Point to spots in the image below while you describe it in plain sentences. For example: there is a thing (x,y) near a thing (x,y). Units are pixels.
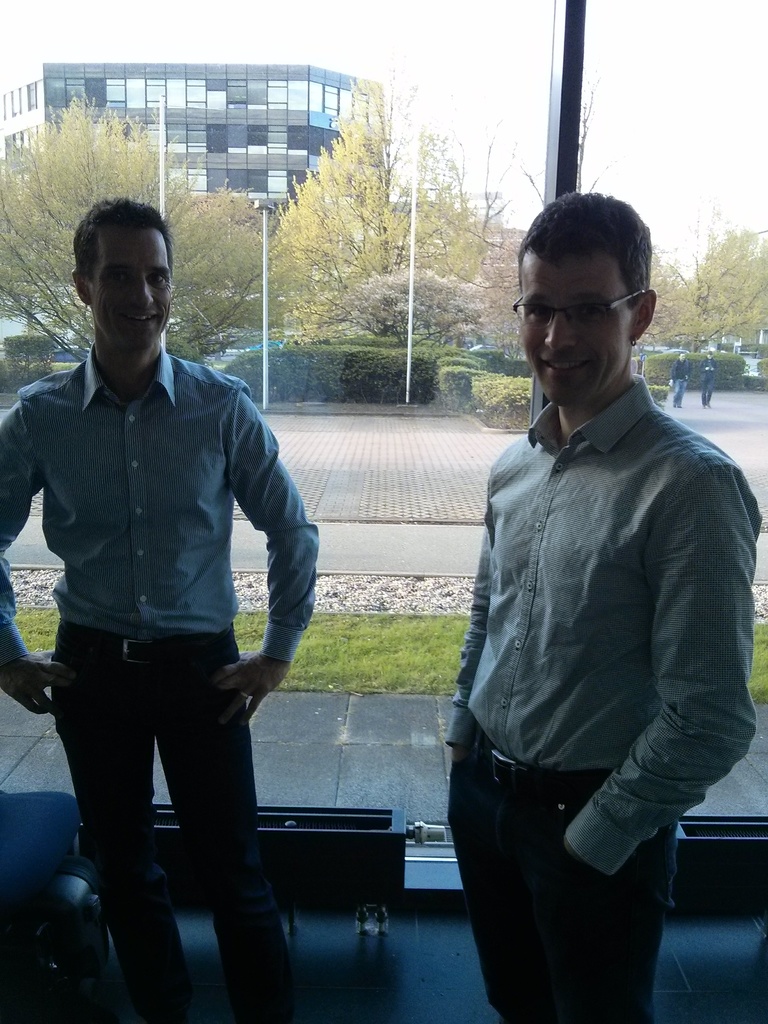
In front of the image there are two people (634,507) standing and having a smile on their faces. Behind them there is a glass door (411,442) through which we can see trees (507,230), plants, people (686,362), grass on the surface (716,401), buildings (44,83), light poles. At the top of the image (686,137) there is sky (727,119).
